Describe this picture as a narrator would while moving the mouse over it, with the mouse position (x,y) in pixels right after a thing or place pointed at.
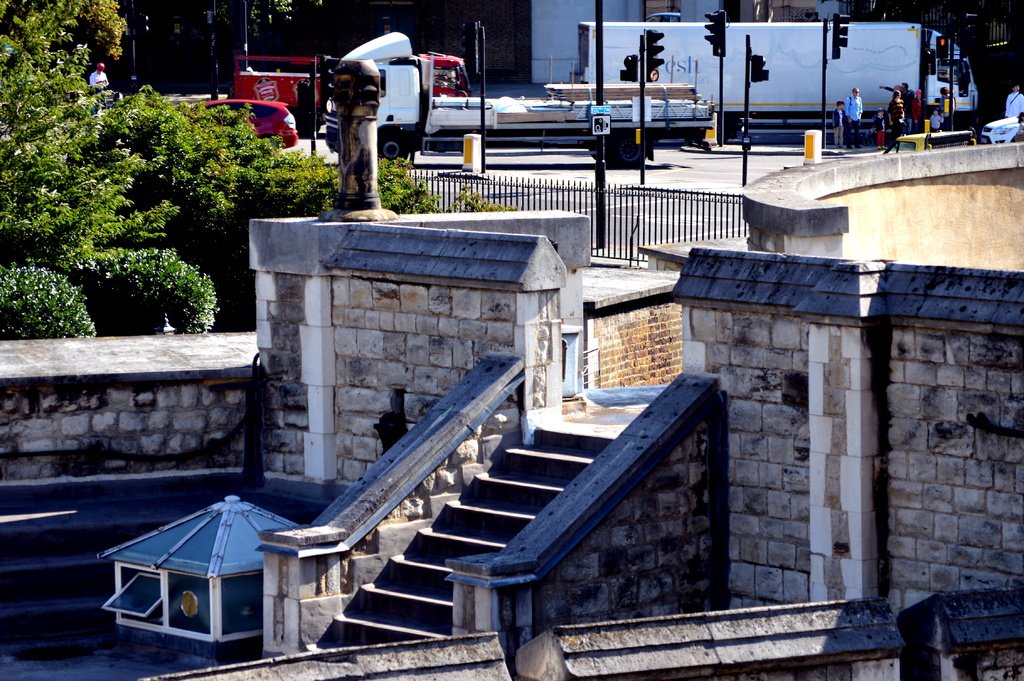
This image consists of a walls (838,361) and steps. On the left (123,217), there are trees (35,100). In the background (448,61), we can see the trucks (578,69) many vehicles (962,104) on the road (506,184). On the right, there are many people (837,130) standing and walking on the road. In the background (567,35), there is a building (451,45). In the middle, there are traffic poles (599,211).
